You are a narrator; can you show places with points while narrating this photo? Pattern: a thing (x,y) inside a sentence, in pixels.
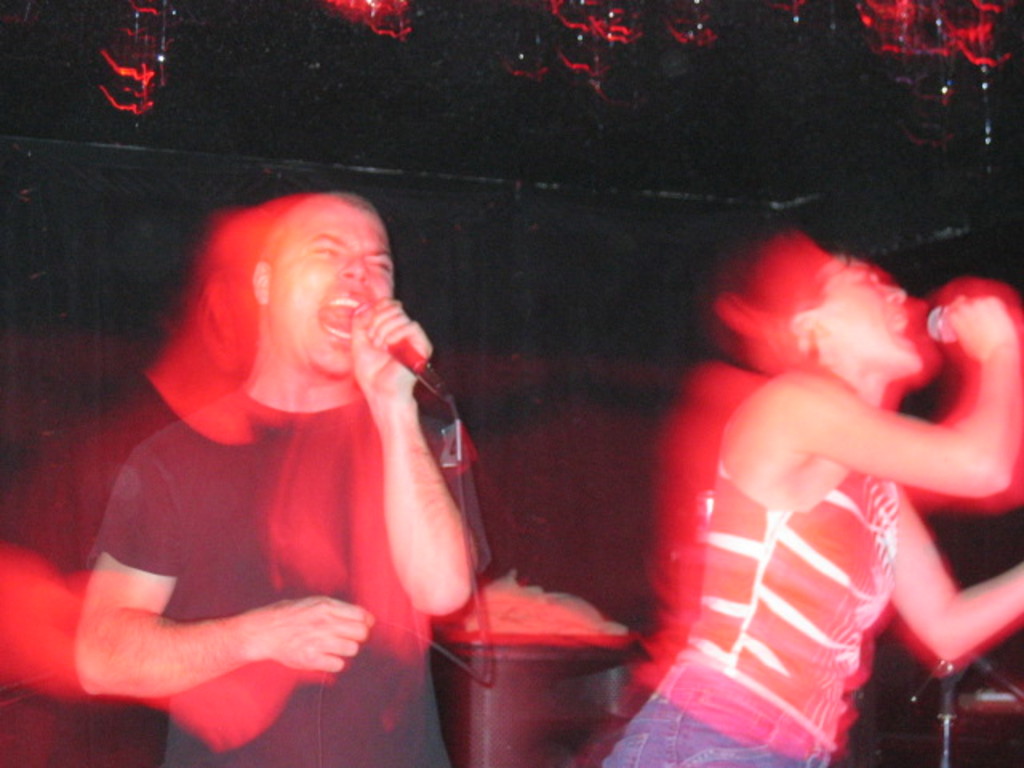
On the left side (340,454), there is a person (340,454) in a t-shirt (340,454), holding a microphone (406,352) with a hand (369,342) singing. On the right side (735,563), there is a woman (884,589) in a t-shirt (727,581), holding a microphone (939,326) with a hand (954,300) and singing. In the background (508,610), there are other objects (504,626). And the background (724,206) is dark in color.
